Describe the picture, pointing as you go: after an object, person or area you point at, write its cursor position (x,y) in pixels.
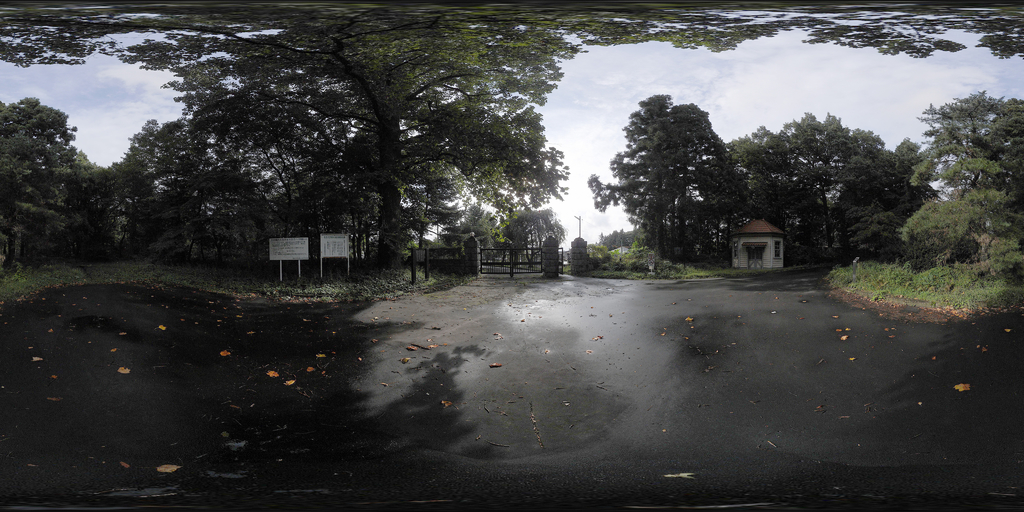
There is a road (553,347) in the foreground area of the image (592,319), there are trees (196,243), poles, house structure (752,226), gate (492,267) and the sky (592,174) in the background (755,254).
